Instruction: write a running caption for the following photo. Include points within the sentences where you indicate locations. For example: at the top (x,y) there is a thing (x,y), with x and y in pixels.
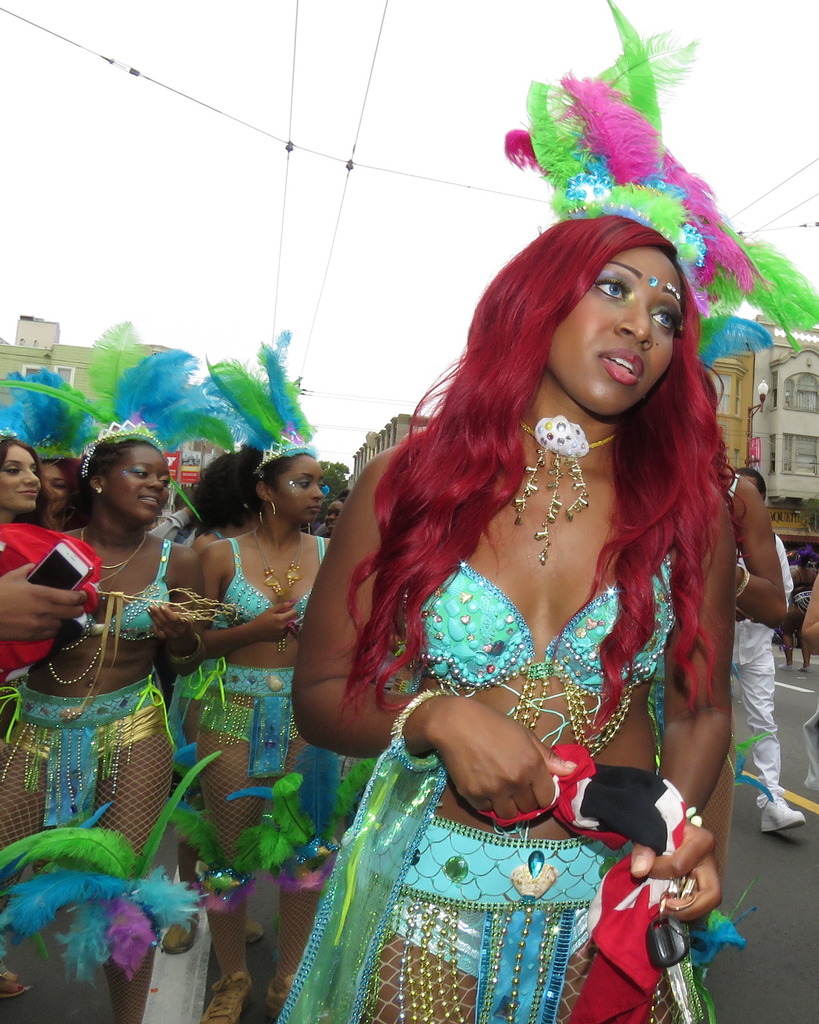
In this image I can observe few women (269,638). On the right side (779,773) there is a man (762,709). In the background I can see two buildings (741,427). At the top (394,104) I can see sky (372,222).
